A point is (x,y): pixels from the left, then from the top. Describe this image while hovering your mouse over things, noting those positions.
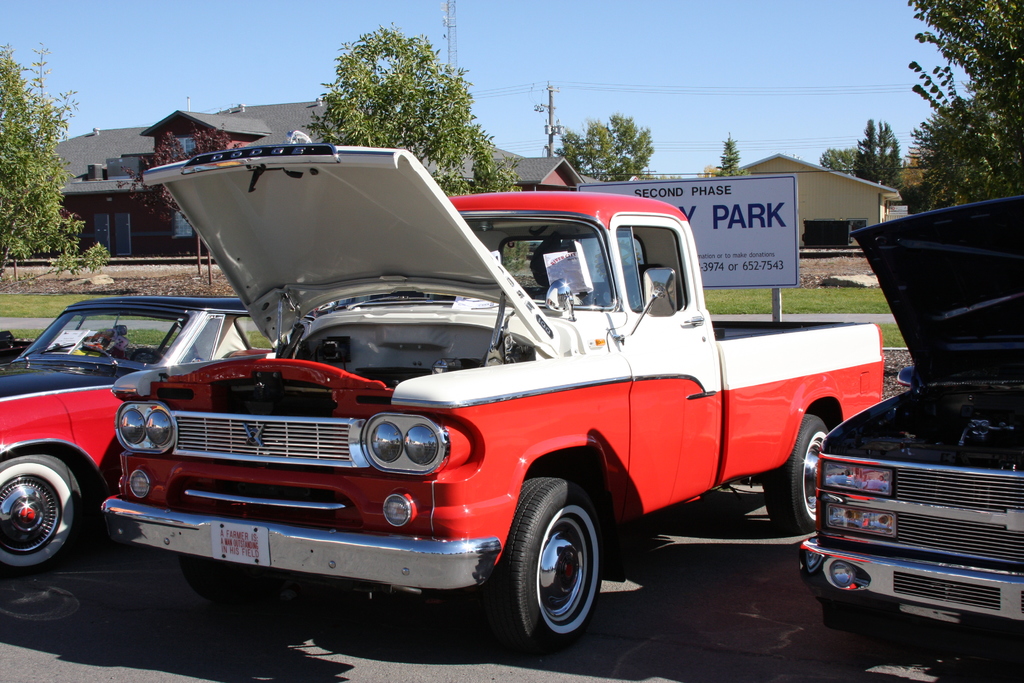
In this picture we can see vehicles (568,540) on the road (259,633), board (710,198), pole (774,295) and grass (752,305). In the background of the image (863,189) we can see trees (468,115), houses (856,193) and sky (764,52).
